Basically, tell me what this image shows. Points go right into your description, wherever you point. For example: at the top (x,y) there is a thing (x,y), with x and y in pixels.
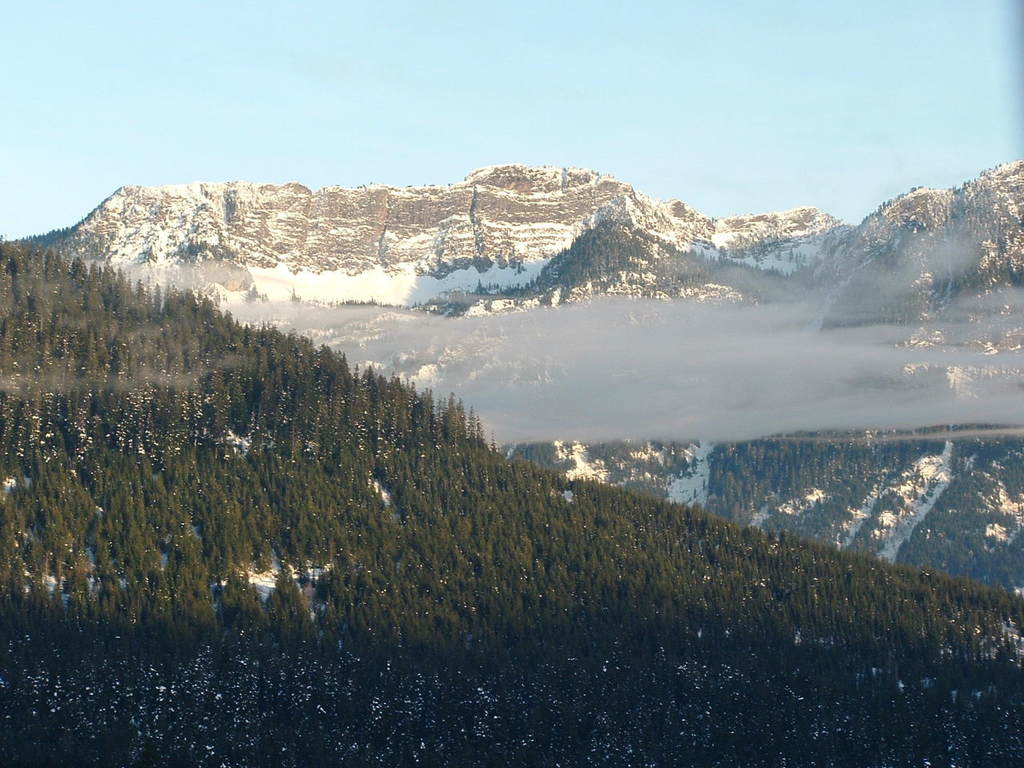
In this picture there are many trees (93,509) and the ground (306,578) is covered with snow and there are few mountains (527,267) covered with snow (548,264) in the background (511,254).
